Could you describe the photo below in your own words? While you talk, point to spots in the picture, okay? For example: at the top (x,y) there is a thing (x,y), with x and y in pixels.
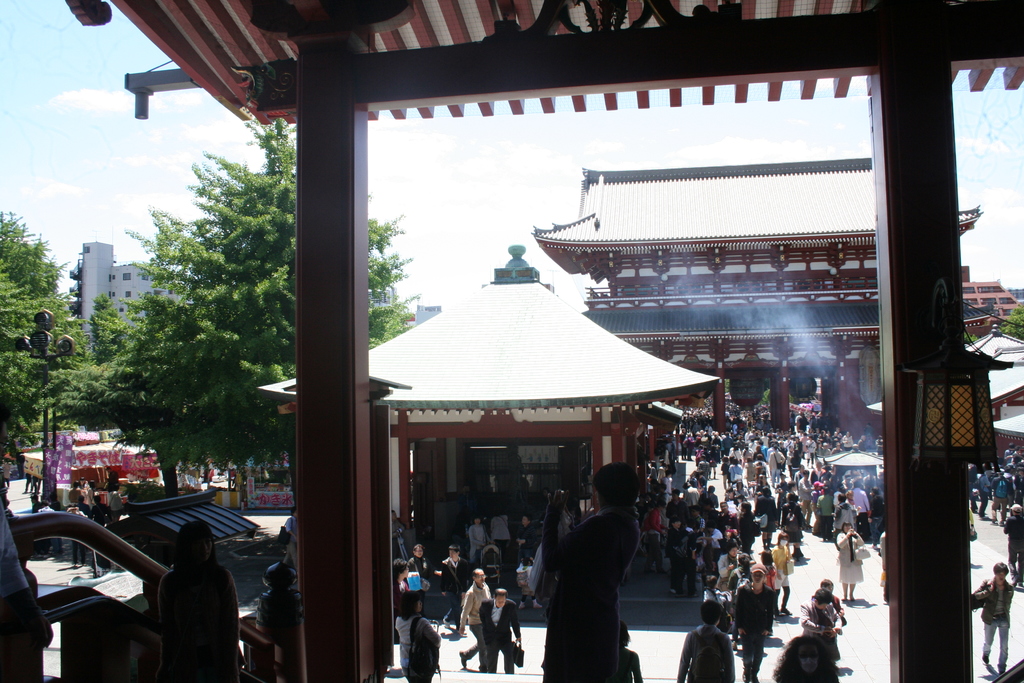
This is shed (370,96). Here we can see trees (103,366), buildings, light pole (43,328), people (545,522), store (612,404), buildings (500,369) and stalls (112,469). Background (434,192) there is a sky (183,183). Sky (435,177) is cloudy. Lamp (929,437) is attached to this wooden pillar (929,284).
